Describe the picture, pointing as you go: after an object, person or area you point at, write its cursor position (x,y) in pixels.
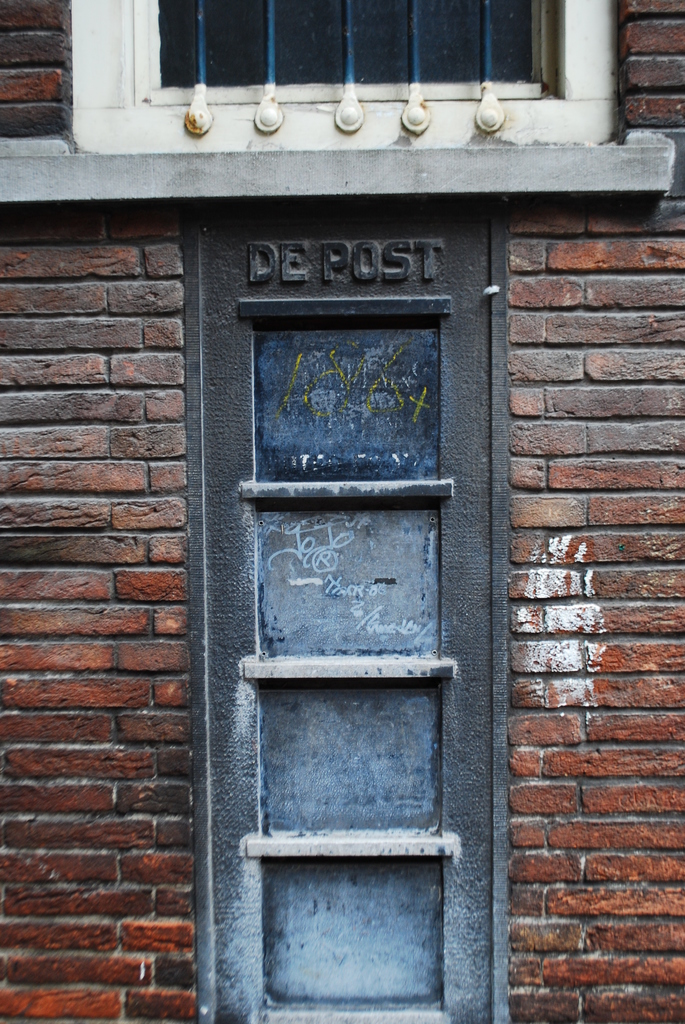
In this image we can see a wall (357,287) and at the top (187,12) we can see a window (241,126). On the wall (484,522) we can see some text (407,266).
